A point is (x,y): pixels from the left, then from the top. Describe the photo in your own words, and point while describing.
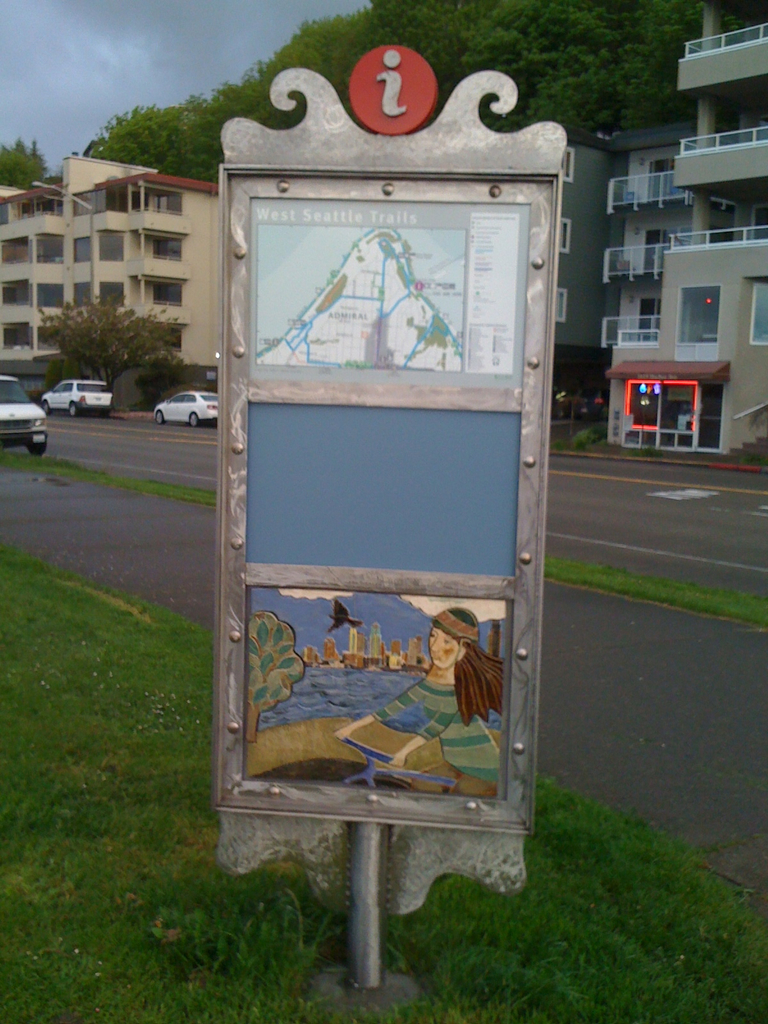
In this image I can see a board (348,684) in the front (283,403). There is grass (283,917) on the left (3,736). There are cars (195,417) on the road (92,418). There are buildings (688,87) and trees (641,75) at the back (643,68). There is sky (141,50) at the top (112,61).
